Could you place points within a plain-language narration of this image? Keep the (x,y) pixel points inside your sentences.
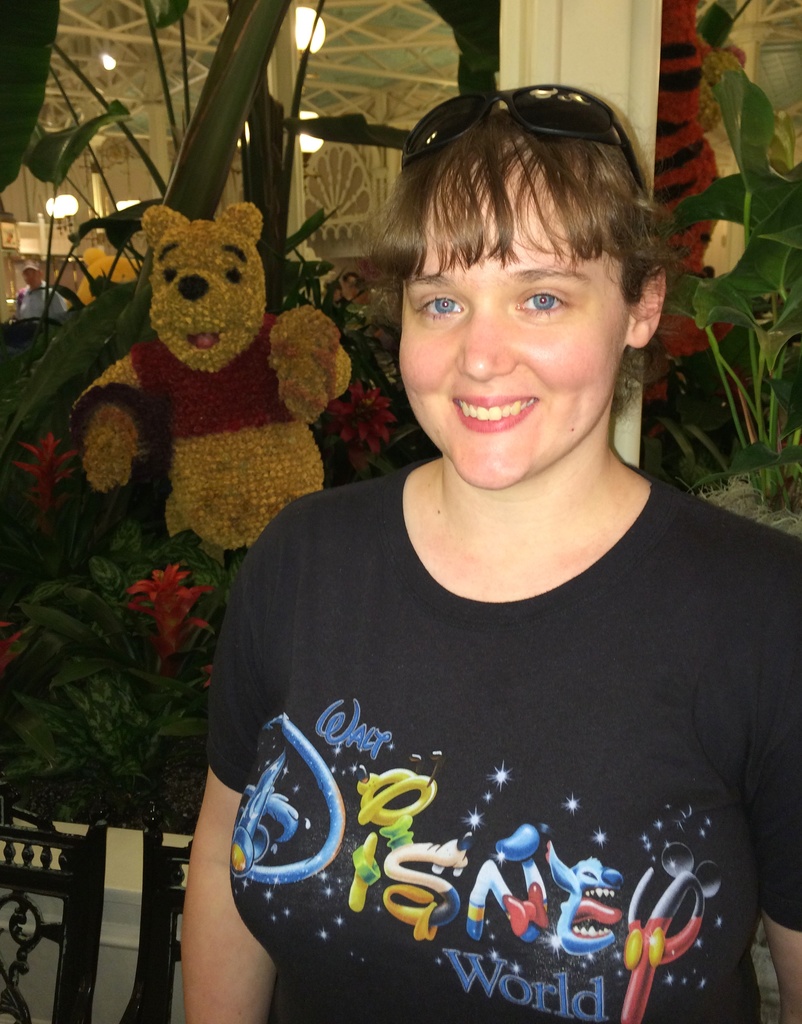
In this picture I can see a woman (511,489) standing with a smile (517,417) on her face (480,430) and a soft toy (256,397) and few plants (740,469) and couple of chairs (23,958) and we see sunglasses (608,121) on her head (588,154) and from the glass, I can see few lights (72,207) and a person (51,306) standing.
